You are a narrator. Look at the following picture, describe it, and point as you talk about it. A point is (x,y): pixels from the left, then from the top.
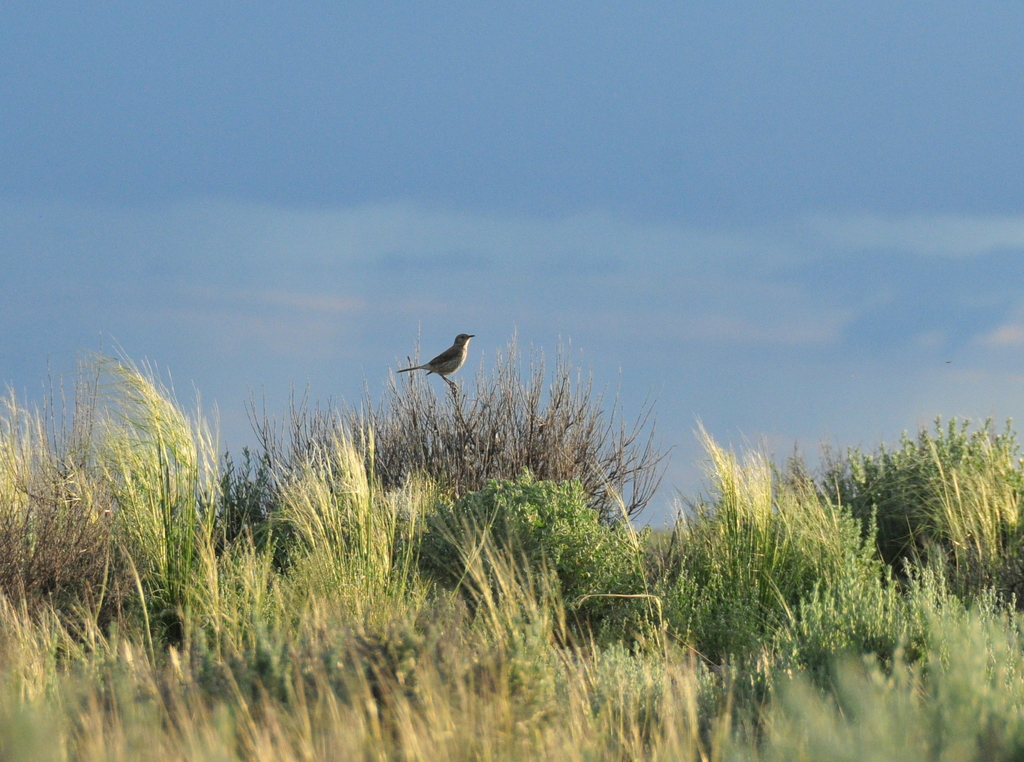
In this image we can see a bird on a plant (540,428). At the bottom of the image (403,678) there is grass (487,604). In the background of the image (621,341) there is sky (611,234).
